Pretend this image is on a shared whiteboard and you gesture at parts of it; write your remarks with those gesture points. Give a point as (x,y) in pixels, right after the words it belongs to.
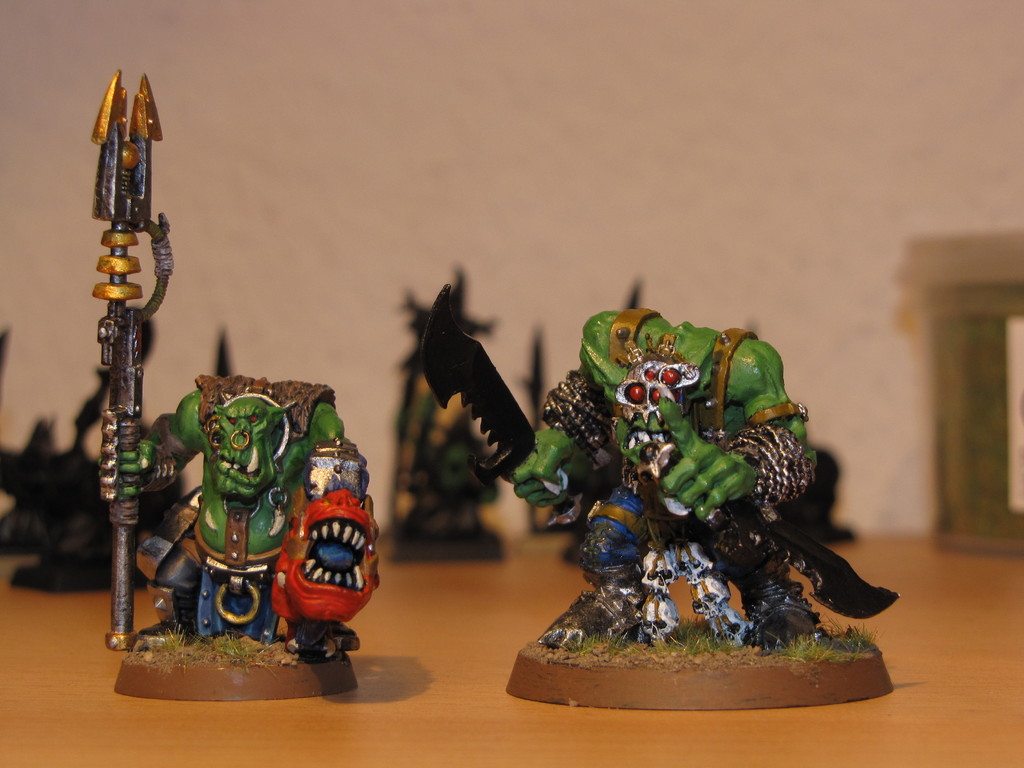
In this image I can see the brown colored surface (430,693) and on it I can see few toys (659,492) which are green, brown, black and orange in color. I can see the blurry background (601,140).
